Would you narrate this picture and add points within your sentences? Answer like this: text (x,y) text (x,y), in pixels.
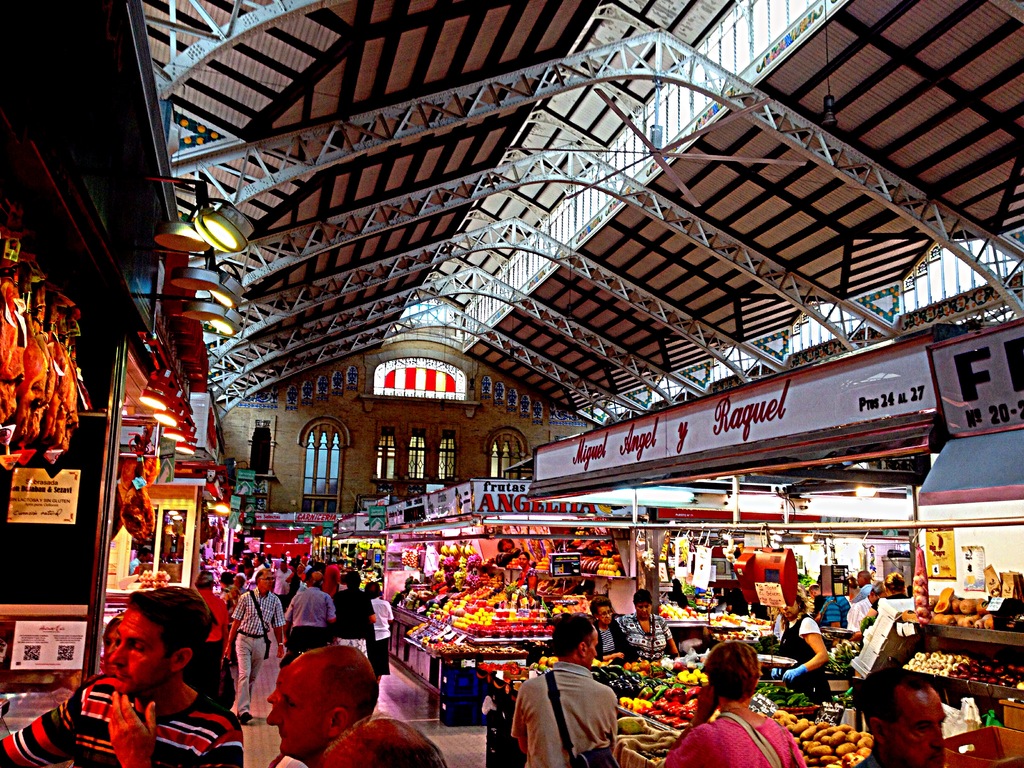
In this image, we can see few stalls (20,595), some objects (490,623), stickers (30,626), hoardings (400,516), lights (164,400), wall (302,502), glass windows (308,454). At the bottom of the image (914,708), we can see a group of people (914,721). Top of the image (617,214), there is a roof (418,313) with rods (518,296).
